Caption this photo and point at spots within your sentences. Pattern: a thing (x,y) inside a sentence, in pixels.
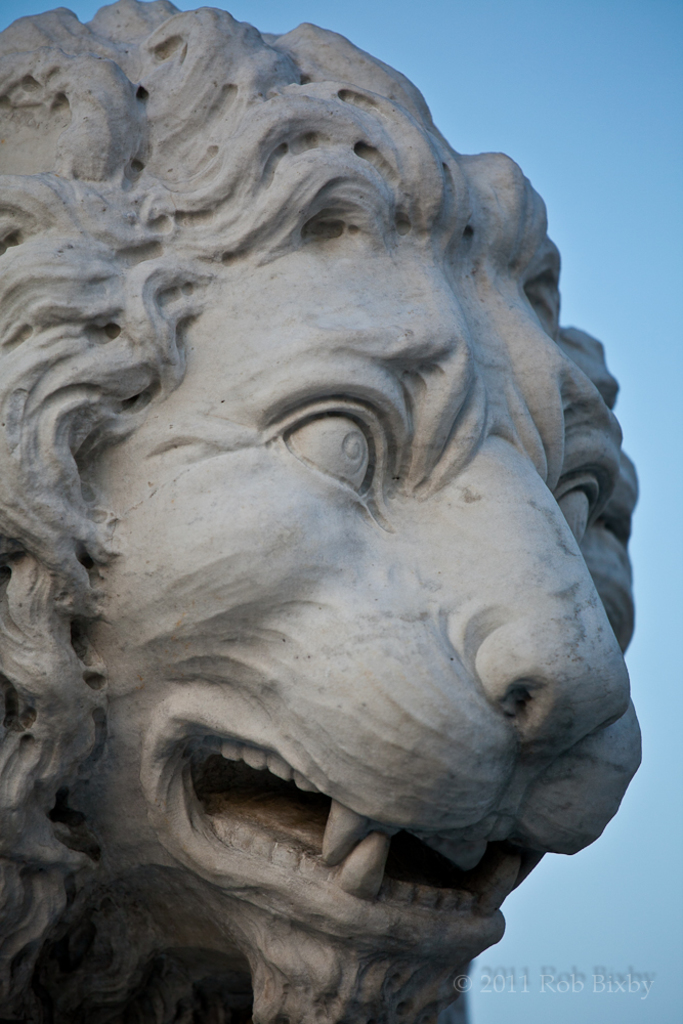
In this picture we can see a sculpture (466,867), in the bottom right hand corner (558,990) we can find some text (572,990).
